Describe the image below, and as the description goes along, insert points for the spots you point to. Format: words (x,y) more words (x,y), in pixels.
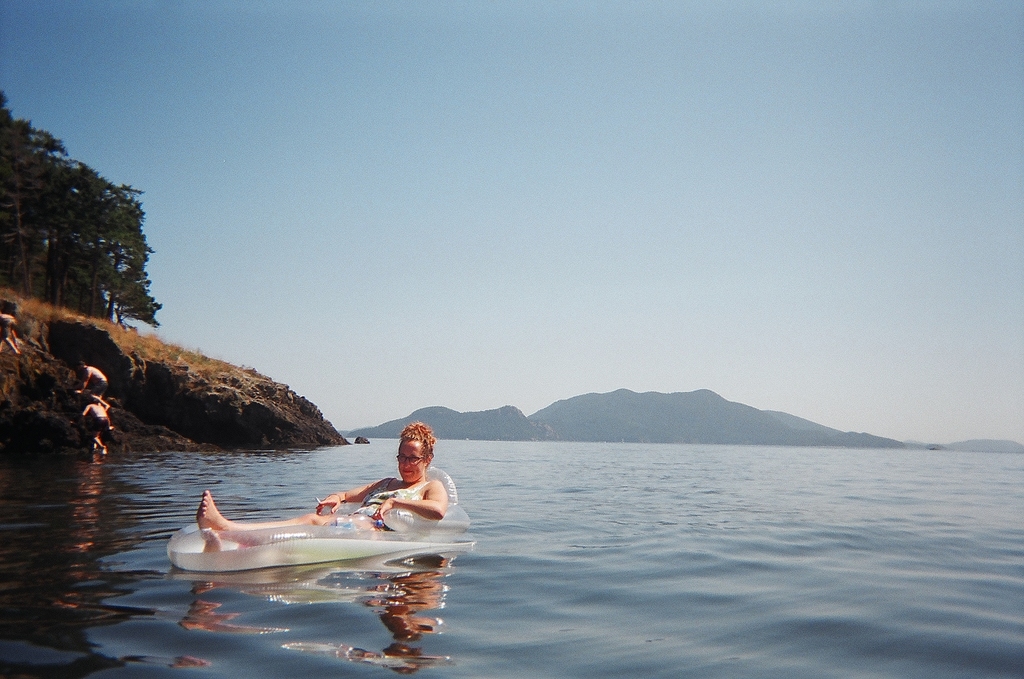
In this image we can see a woman (216,540) is sitting on the tube (361,543) which is floating on the water (777,540). Here we can see a few more people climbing the hill (193,406), we can see trees (66,228), hills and the plain sky (603,297) in the background (718,230).
